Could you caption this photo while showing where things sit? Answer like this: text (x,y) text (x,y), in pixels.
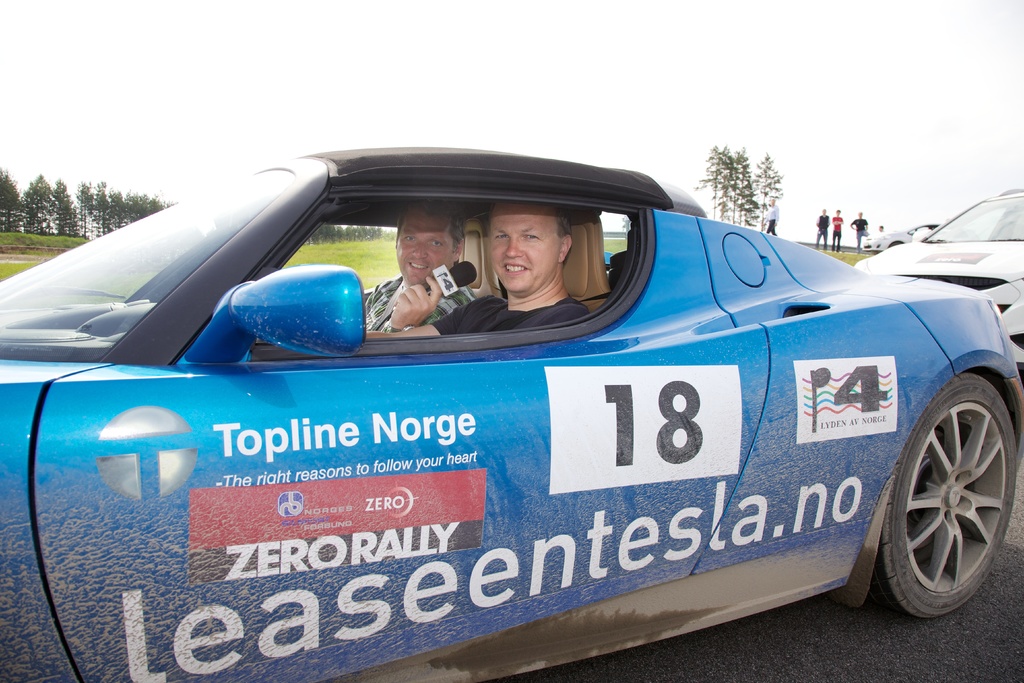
In this picture we can see two persons (499,236) inside the vehicle (649,468). This is road (895,668). Here we can see some persons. These are the trees (151,213) and there is a sky (683,83).
